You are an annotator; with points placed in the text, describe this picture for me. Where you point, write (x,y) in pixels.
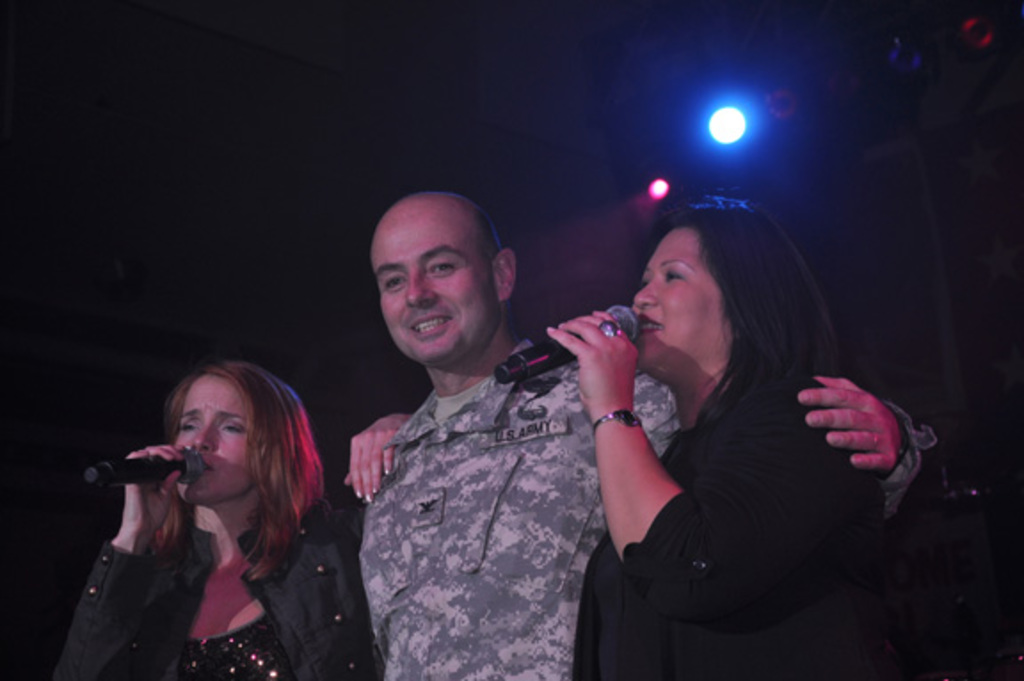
In this picture we can find two women (683,610) and one man (397,623). Two women (695,619) are singing the song in the microphone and man (386,614) is smiling. In the background (42,388) we can find a dark and with one light red and blue light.
